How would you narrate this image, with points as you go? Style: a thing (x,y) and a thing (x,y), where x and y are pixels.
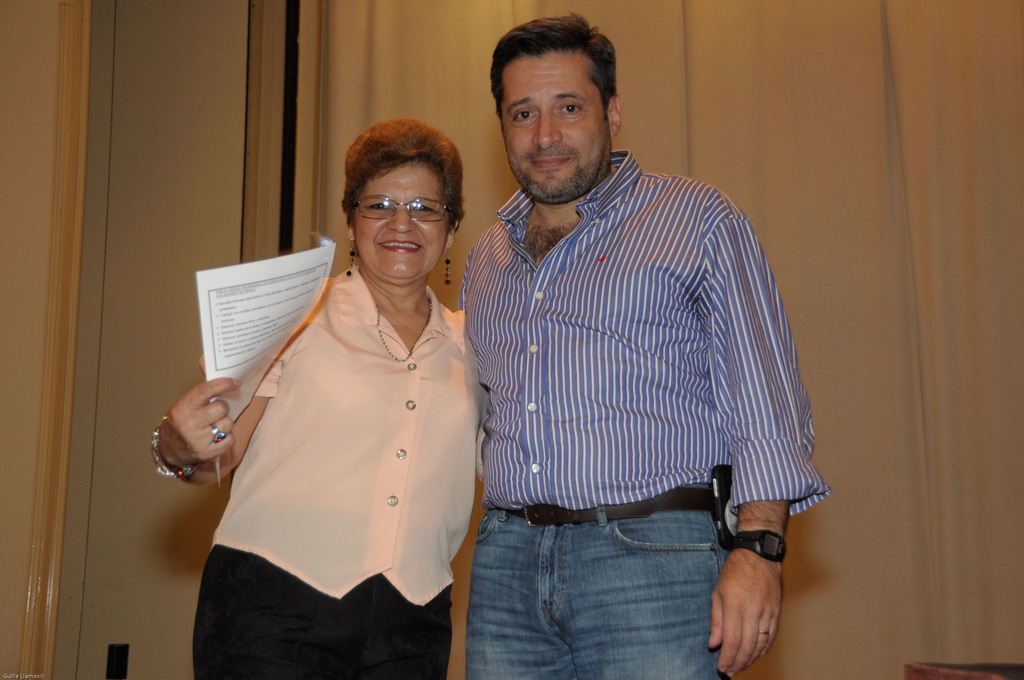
In this picture we can see a man (654,452), woman (383,440), they are smiling, woman (402,455) is holding a paper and in the background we can see a wall (21,429), curtain (1010,260).
